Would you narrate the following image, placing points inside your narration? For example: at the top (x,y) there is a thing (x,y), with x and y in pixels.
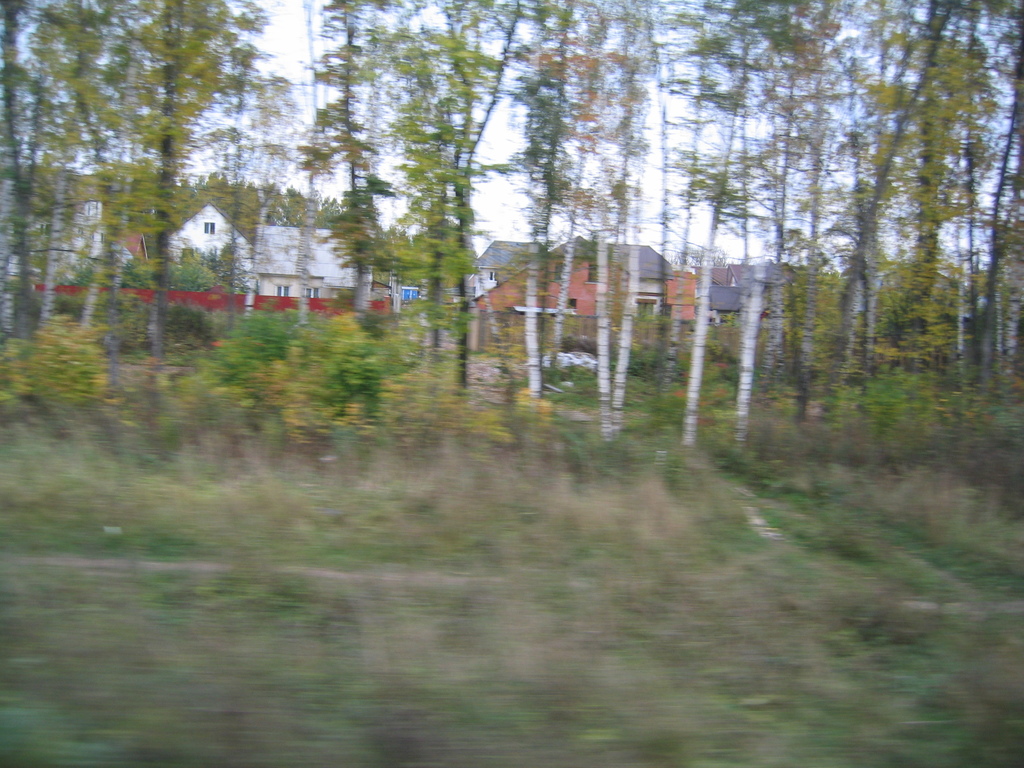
As we can see in the image there are plants (422,410), trees (999,6), houses (319,253) and sky (674,86).
